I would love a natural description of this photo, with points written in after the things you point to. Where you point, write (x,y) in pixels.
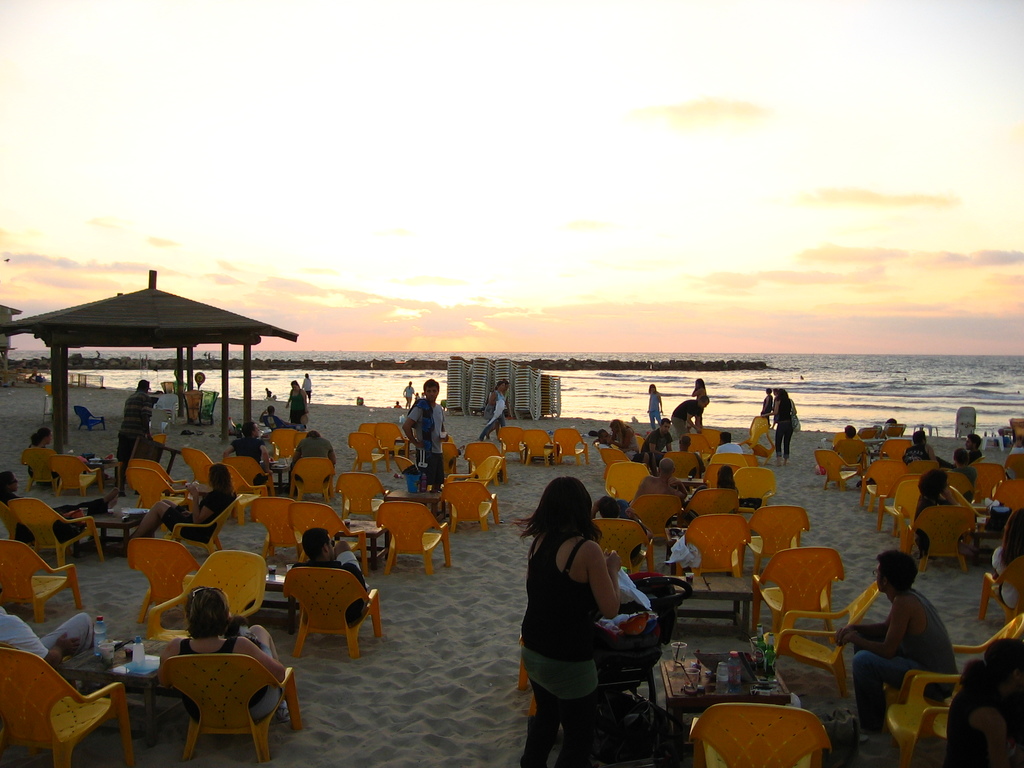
Here we can see some persons (903,576) are sitting on the chairs (781,549). This is sand (487,637) and there are some persons (569,560) are standing on the sand (447,615). This is hut (150,340). Here we can see water (894,391) and this is sky (730,206).
